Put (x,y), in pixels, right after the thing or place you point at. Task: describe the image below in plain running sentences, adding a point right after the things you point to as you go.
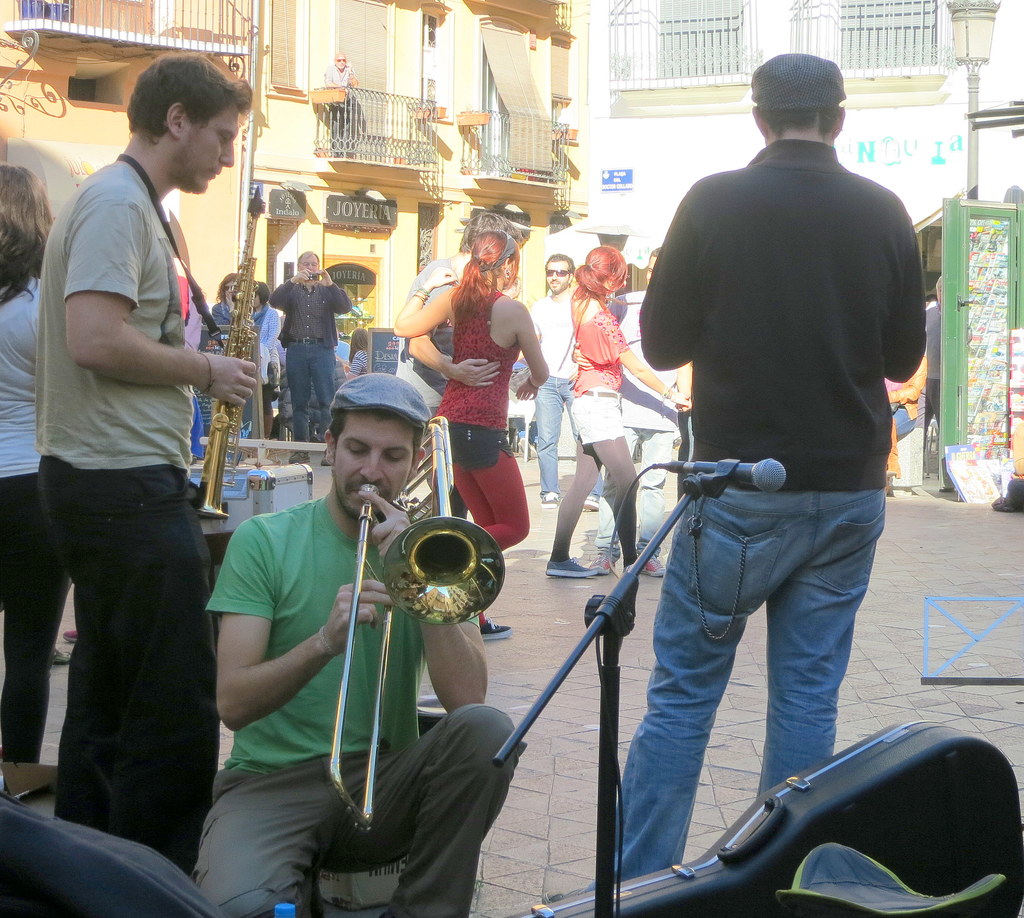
In this picture we can see group of people (404,633) and few people (408,435) holding musical instruments (445,483), on the right side of the image (748,478) we can see a microphone (748,478) and a bag (803,809), in the background (571,214) we can find few buildings (587,143).
